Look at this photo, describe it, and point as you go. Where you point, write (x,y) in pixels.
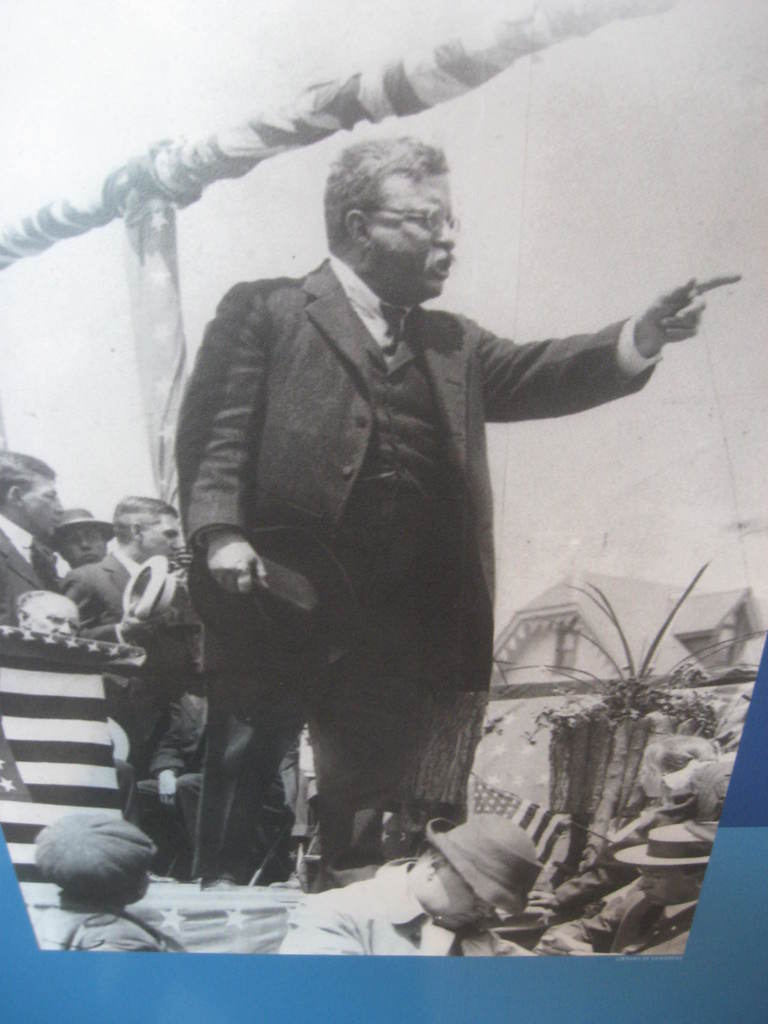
In this picture we can see a black and white photo (394,948) and on the photo (190,780) there is a person (238,699). Behind the person (222,684) there are groups of people (170,709), house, sky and other things (620,737).
